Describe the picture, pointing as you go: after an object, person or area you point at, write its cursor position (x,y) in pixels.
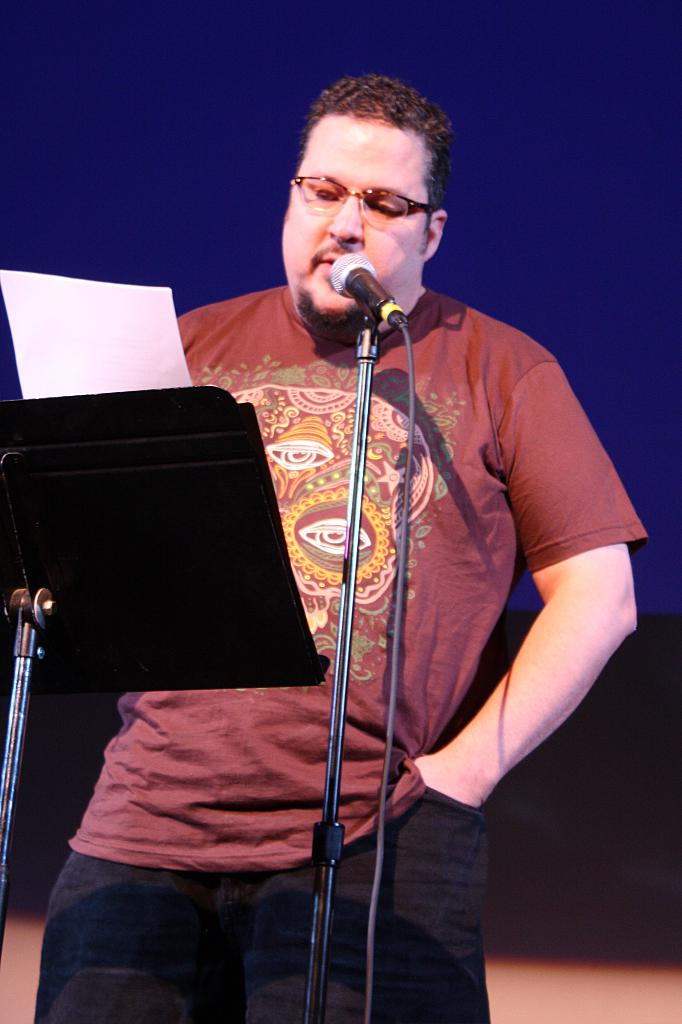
In this image in the foreground (482,1018) I can see a man (66,967) standing and reading some paper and there is a mike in front of him.
